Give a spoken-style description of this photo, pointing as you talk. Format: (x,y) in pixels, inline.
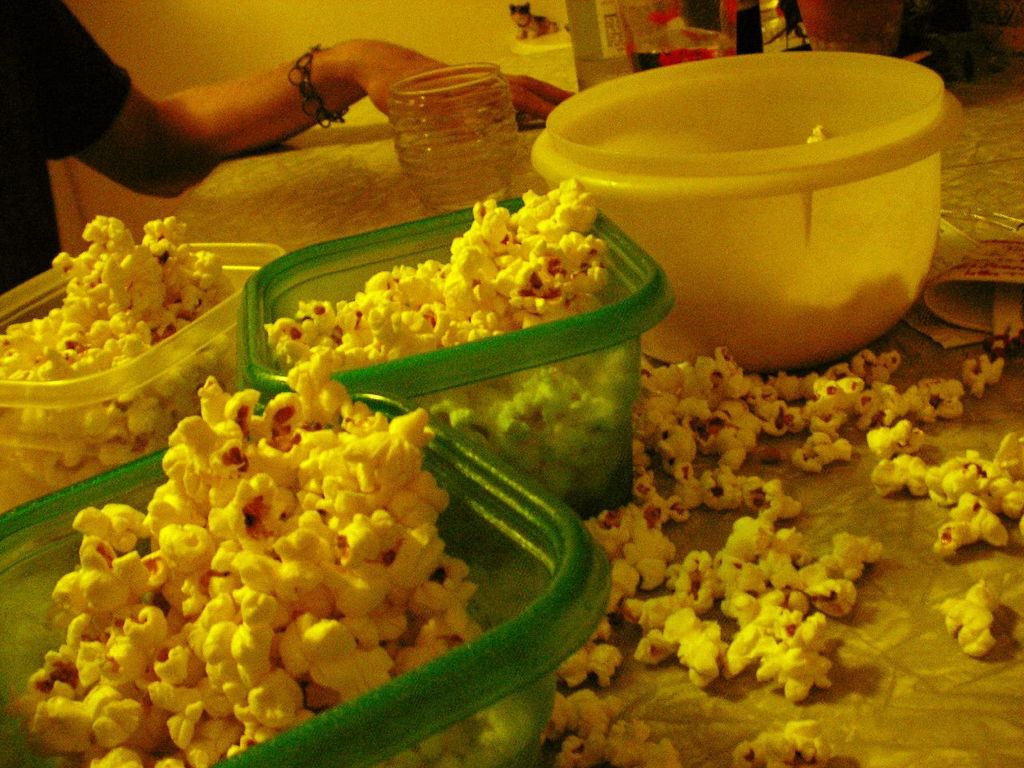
In this picture I can see popcorn (44,333) in the bowl (695,188) and in the plastic containers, there are popcorns (957,386) and some other objects (580,10) on the table (1013,156), and in the background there is a hand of a person (42,137).
